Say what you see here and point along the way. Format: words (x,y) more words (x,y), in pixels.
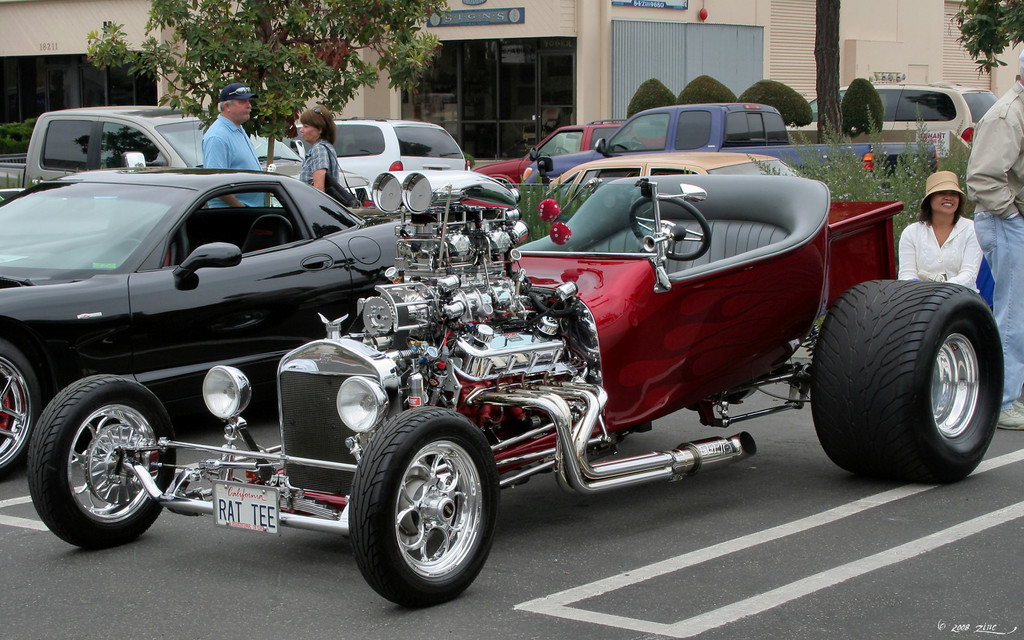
In this image we can see a group of vehicles (458,405) parked on the road (894,561). We can also see some people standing beside them. We can also see a woman (948,211) sitting. On the backside (519,132) we can see some plants (802,163), the bark of a tree (820,115) and a building (540,131) with signboard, windows (519,57) and some shutters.
